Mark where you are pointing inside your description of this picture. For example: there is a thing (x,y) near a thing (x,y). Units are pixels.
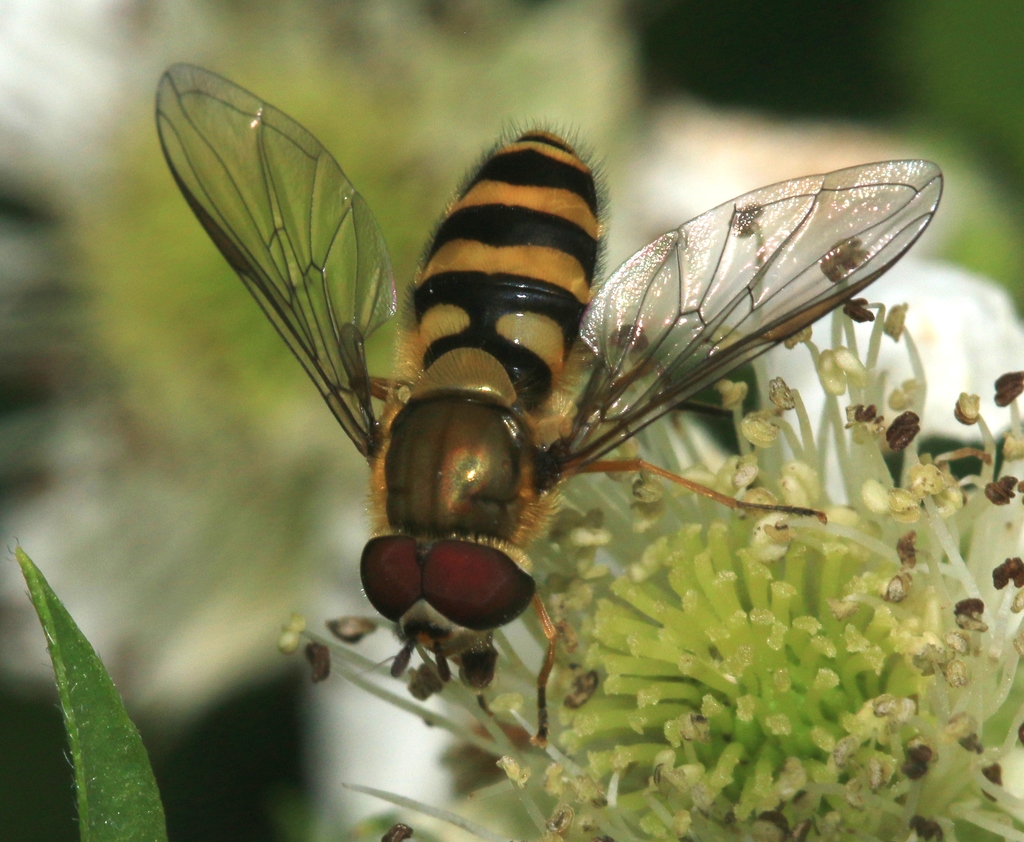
In this image I can see a plant (705,564) and on it I can see an orange and black colour insect (507,349). I can see this image is little bit blurry from background (633,36).
